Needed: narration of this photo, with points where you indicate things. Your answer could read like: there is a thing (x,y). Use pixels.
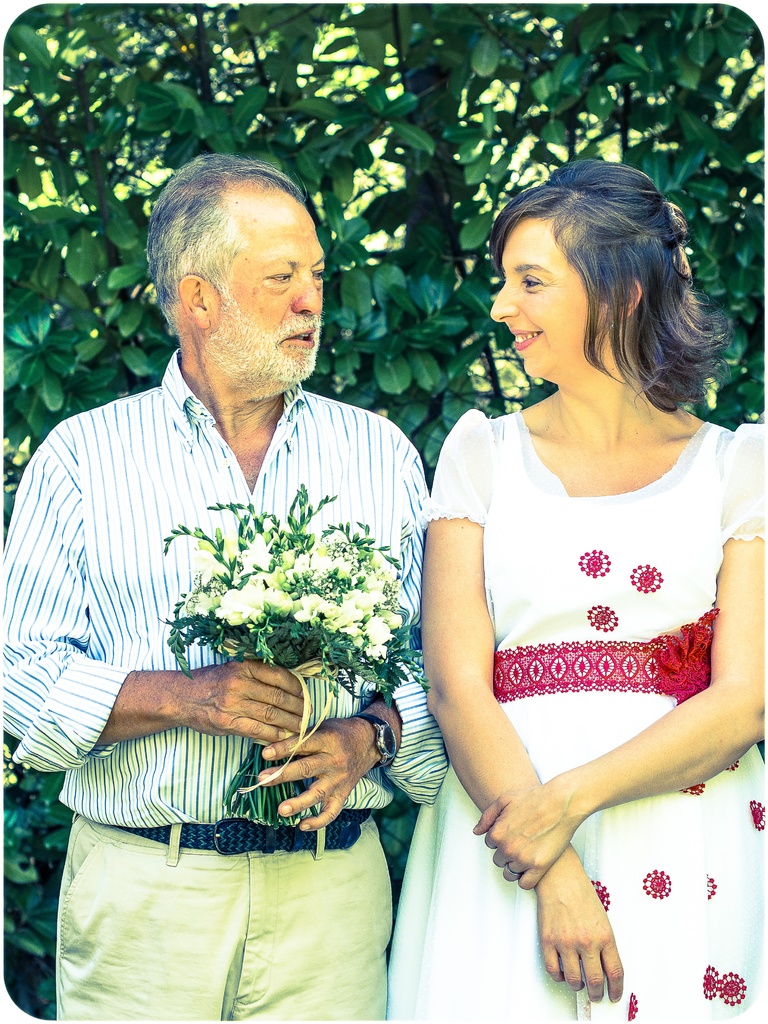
In this image in the foreground (296,549) there is one man (322,693) who is standing and he is holding a flower bouquet (274,635), on the right side (591,454) there is one woman (565,830) who is standing and smiling. In the background (397,119) there are trees (124,195).
